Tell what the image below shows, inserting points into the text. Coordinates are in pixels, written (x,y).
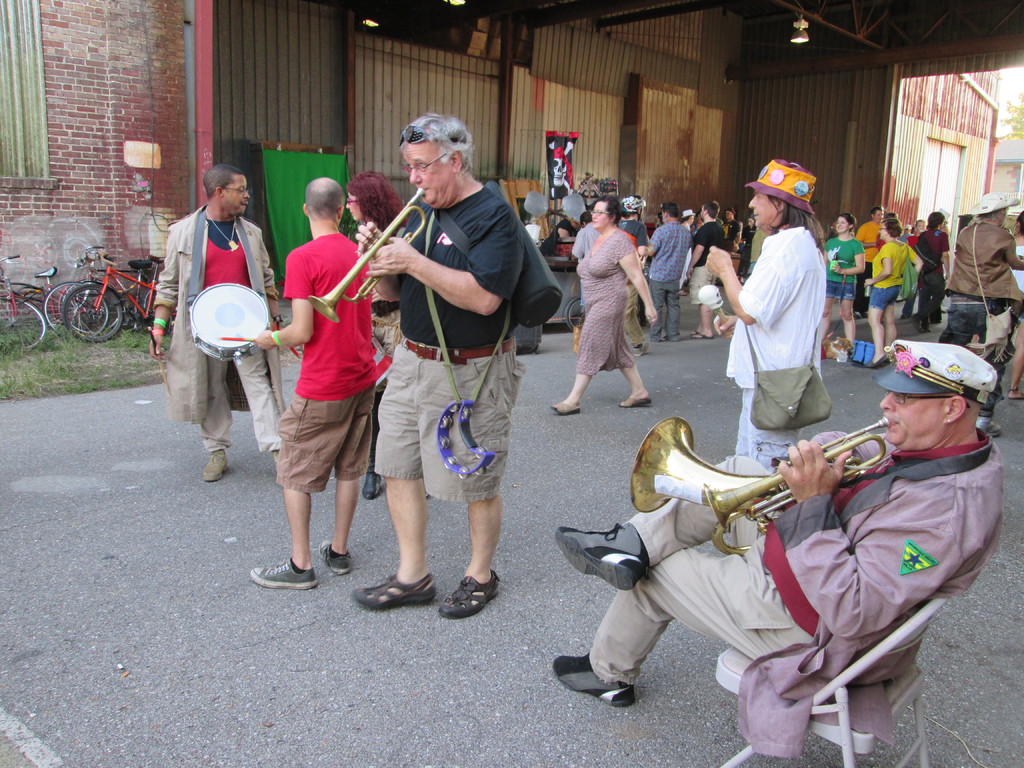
In this picture I can see many people (656,259) who are standing on the road (728,450). In the center (475,388) there is a man (495,211) who is playing a trumpet (387,230). Beside him there is another man (973,389) was playing a horn (736,486) while sitting on the chair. On the left (234,190) I can see a person (176,325) who is playing a drum (263,317). In the back (67,320) I can see the bicycle (133,309) which is placed near to the brick wall (127,230). In the top right (1023,62) I can see the sky (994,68), shed (957,100), shelter (980,168) and trees (1022,115).
